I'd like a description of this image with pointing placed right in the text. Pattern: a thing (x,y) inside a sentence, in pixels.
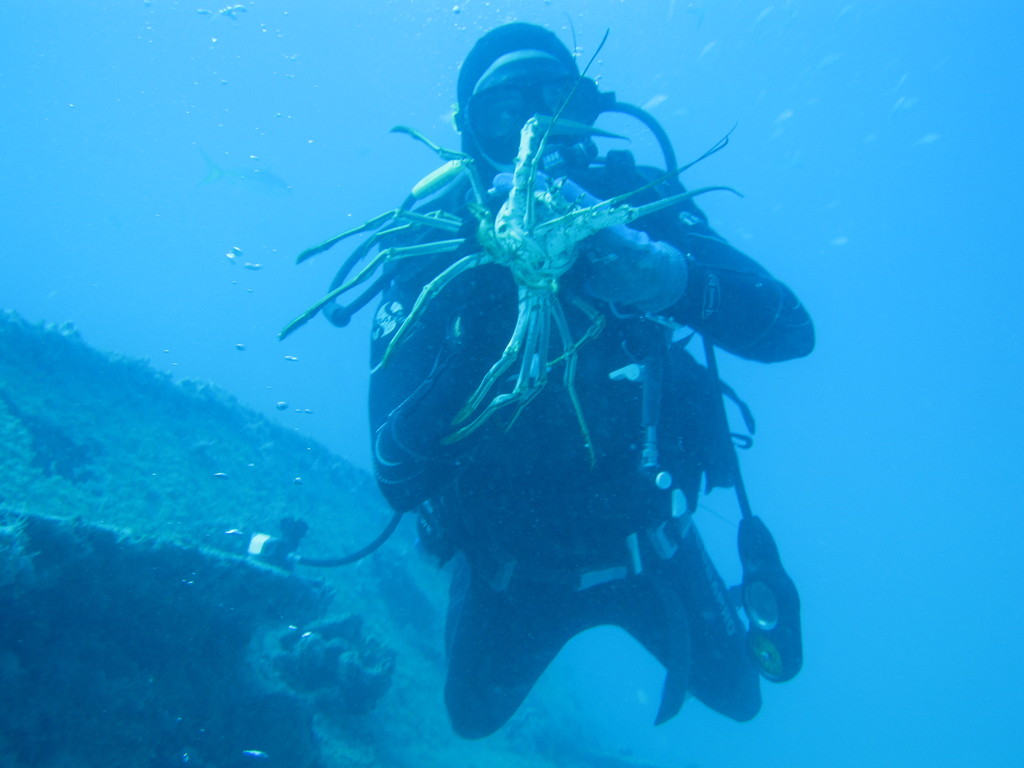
This is an image clicked inside the water (764,135). Here I can see a person (579,369) wearing costume (501,530) and diving and this person (588,384) is holding a lobster (498,234). In the background (56,413), I can see few marine species (160,498).
